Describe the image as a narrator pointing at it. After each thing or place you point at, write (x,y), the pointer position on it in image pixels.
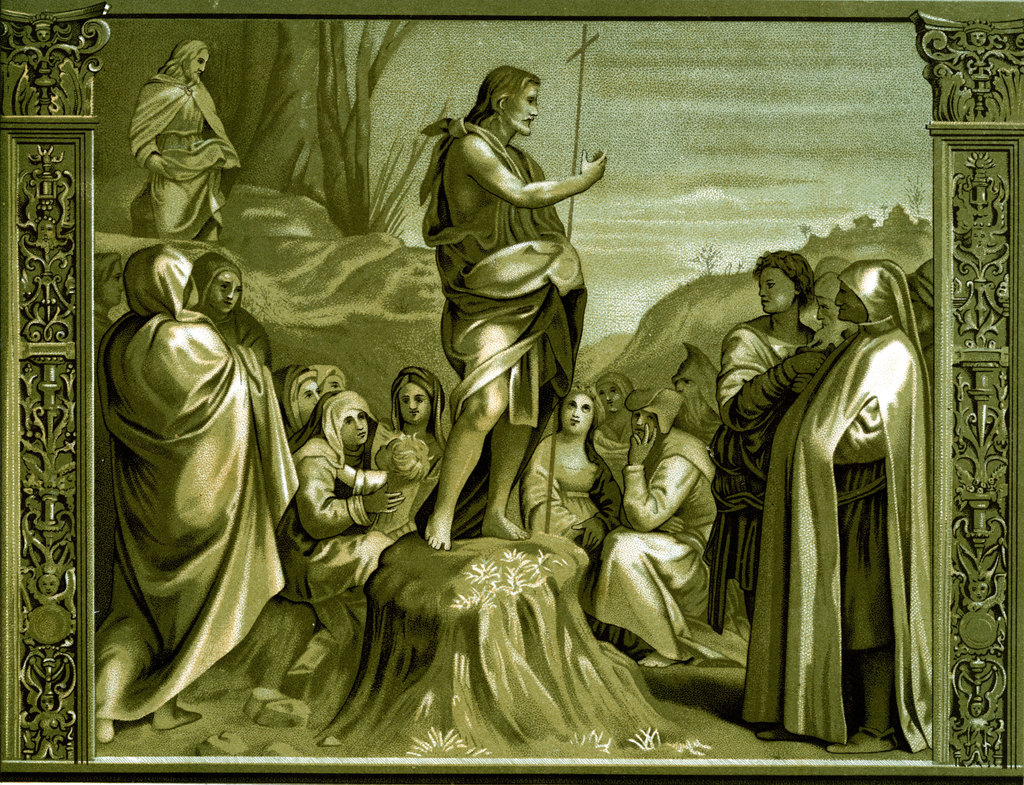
In this image, we can see a poster (690,431) with the painting (483,393) of a few people (467,422), trees (283,70), grass (410,288) and the ground (819,753).
